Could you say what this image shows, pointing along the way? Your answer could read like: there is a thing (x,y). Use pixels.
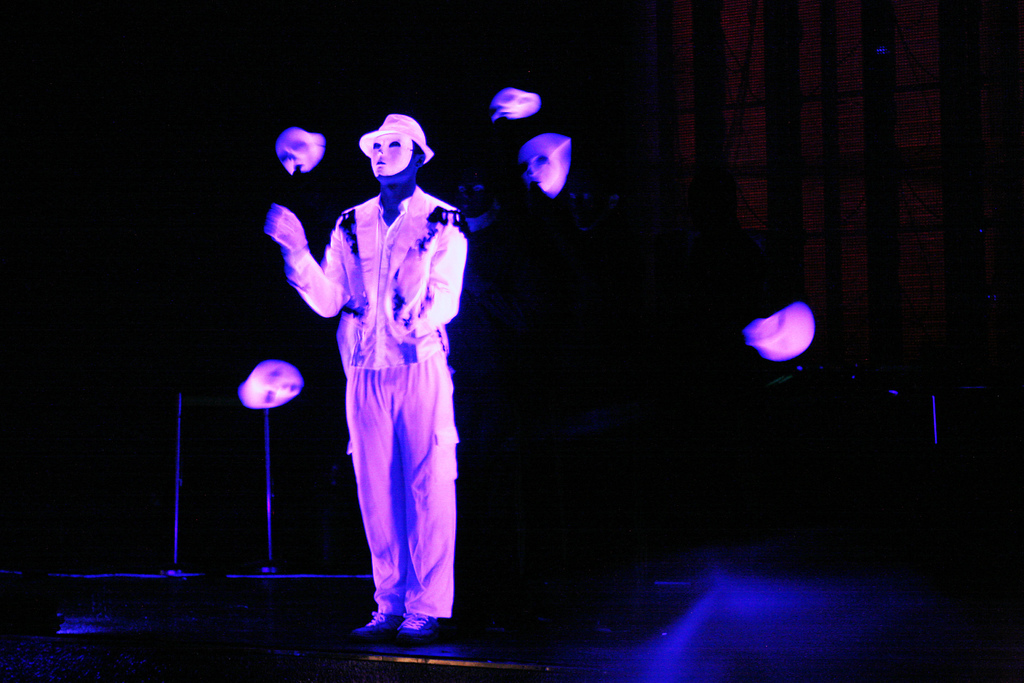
In this picture, we see a man (423,336) who is wearing a mask (379,169) and a hat (401,127) is standing. He is juggling the masks (536,147). This might be an edited image. In the background (687,338), it is black in color. This picture might be clicked in the dark.
